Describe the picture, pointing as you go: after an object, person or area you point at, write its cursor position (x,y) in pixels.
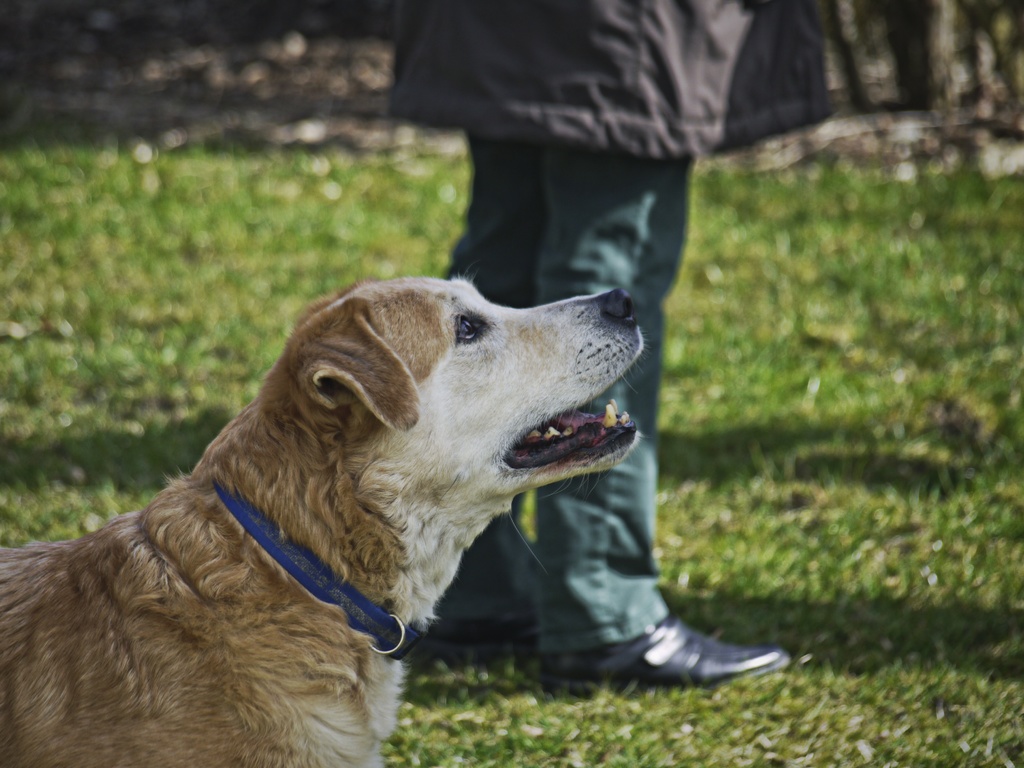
This picture shows a dog (505,501) and a human (652,223) on the side. The dog (484,419) is White and Brown in color with a blue belt (274,554) to its neck (272,502) and we see grass (836,293) on the ground (707,278).
